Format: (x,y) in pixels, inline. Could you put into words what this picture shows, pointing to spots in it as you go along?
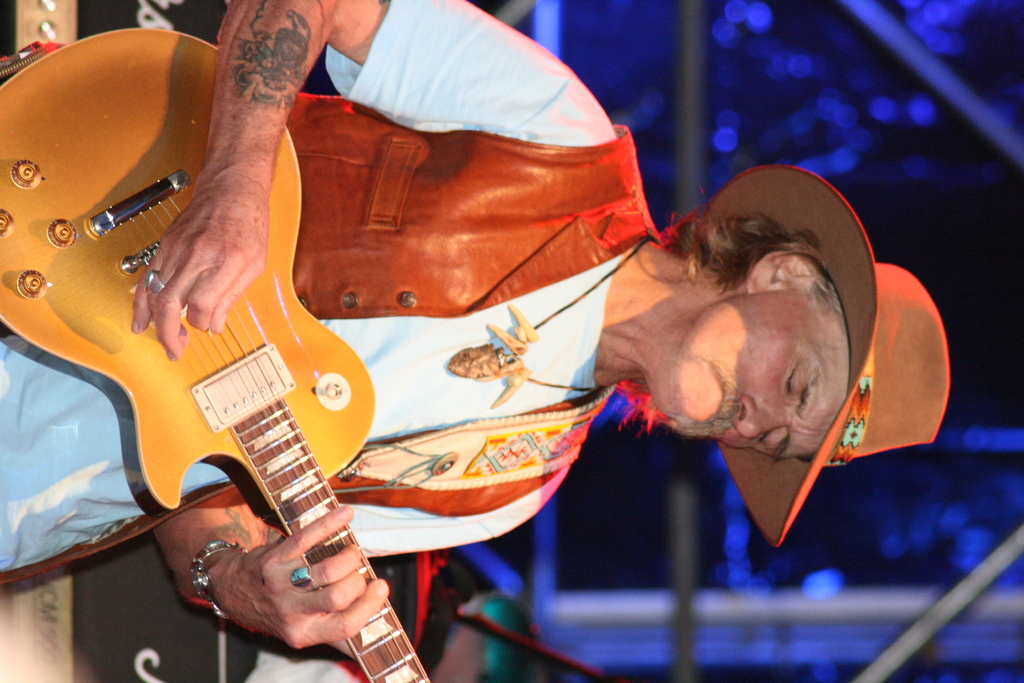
This man (444,157) wore brown jacket (485,309) and hat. He is playing a guitar (166,147).
